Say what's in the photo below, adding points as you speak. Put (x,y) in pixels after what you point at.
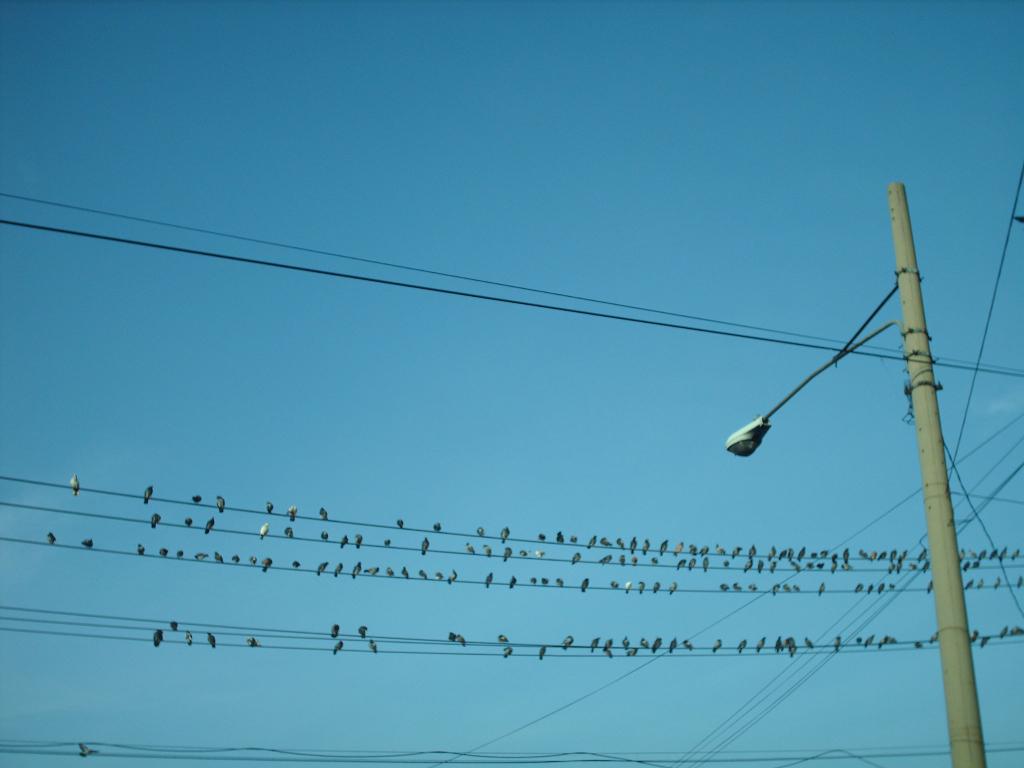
In this picture I can see a light pole (904,198) on the right (935,595) and I can see the wires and I see number of birds (791,586) on few wires (612,587). In the background (321,306) I can see the clear sky (470,441).
